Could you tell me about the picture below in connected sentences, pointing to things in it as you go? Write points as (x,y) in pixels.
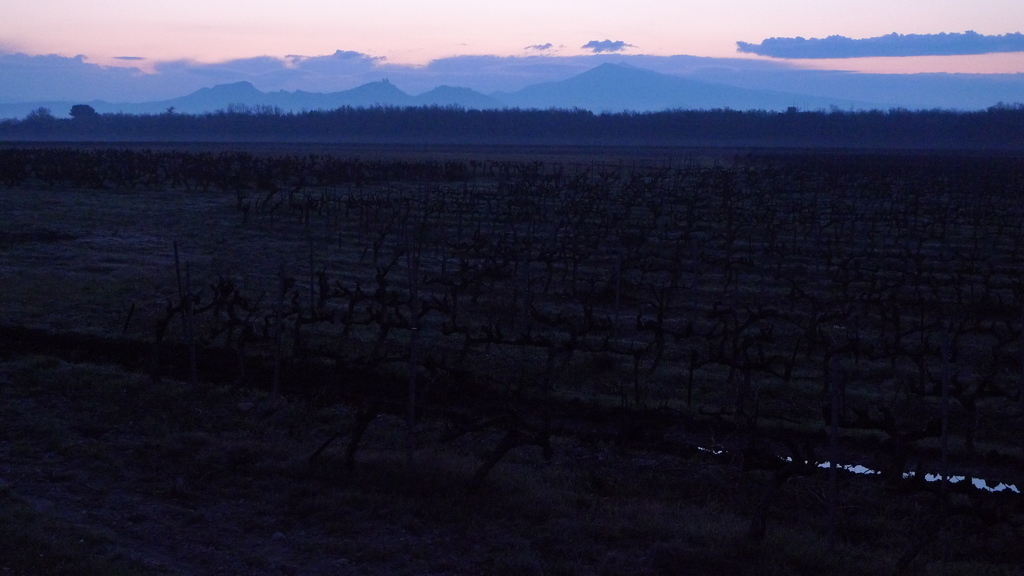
In this picture there is field (613,327) at the bottom side of the image (788,413) and there is sky (624,57) at the top side of the image (526,55).
